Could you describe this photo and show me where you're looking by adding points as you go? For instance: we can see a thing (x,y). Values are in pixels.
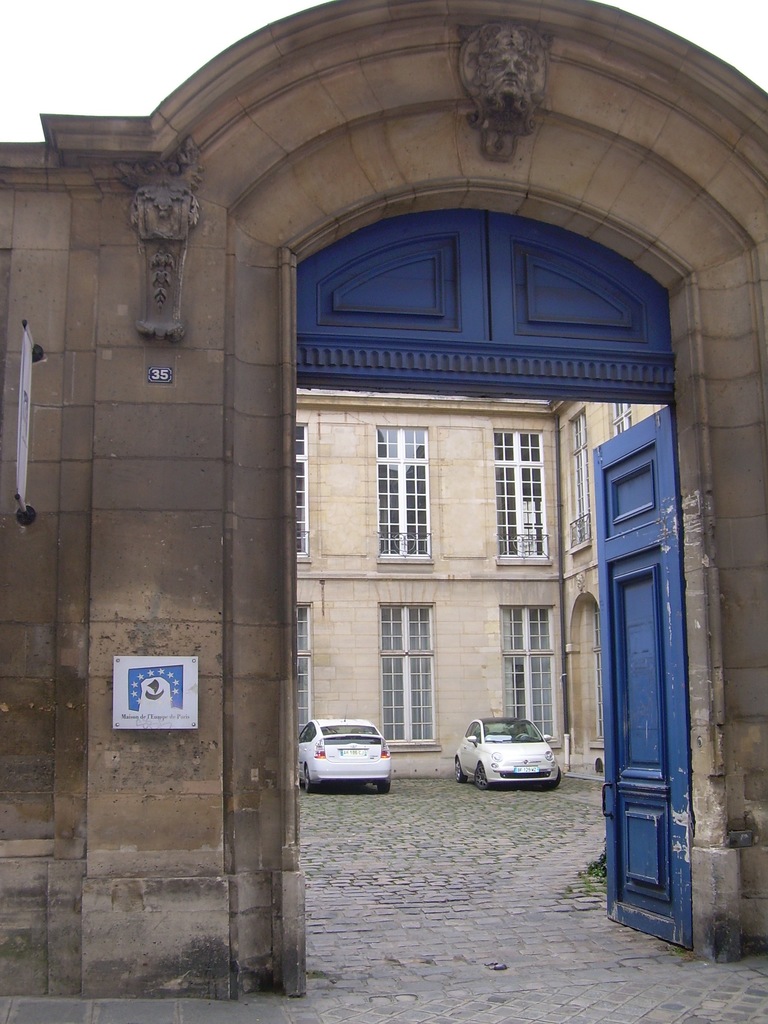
In this picture I can see a building (540,683) and a wall (763,414) with a door (675,902) and couple of cars (455,754) parked and I can see couple boards (140,707) to the wall (200,193) and I can see glass windows (503,548) to the building (447,690).
